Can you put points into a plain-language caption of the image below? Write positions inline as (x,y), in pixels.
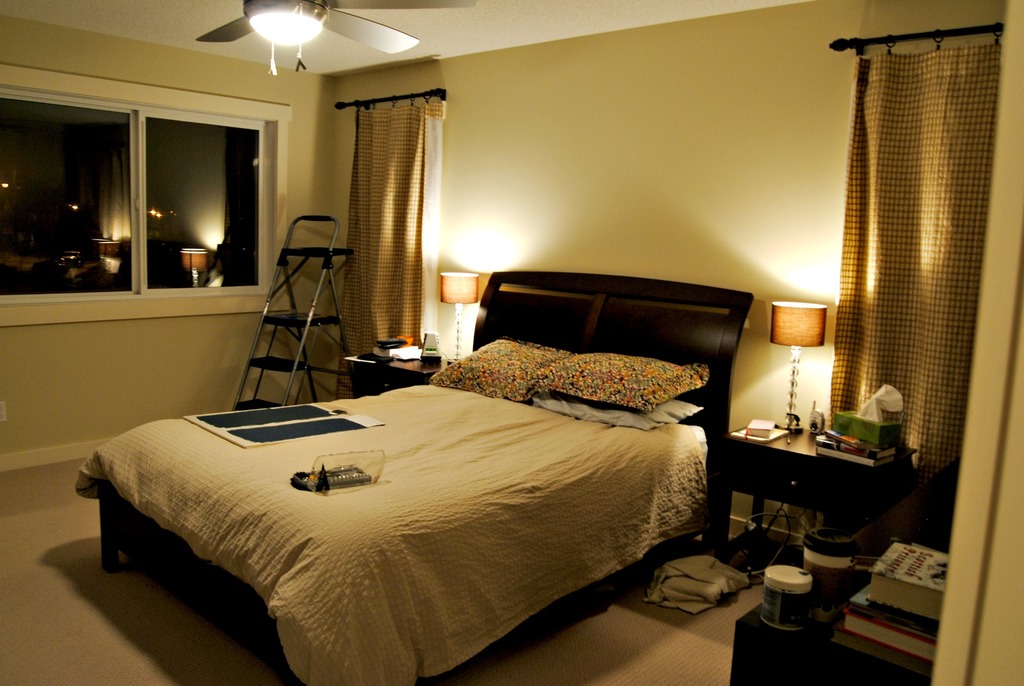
In this image I can see the bed (481,395), pillows (577,355) and few objects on the bed (438,475). I can see few lamps (805,317), books (872,456) and few objects (875,403) on the tables (870,469). I can see the ladder (295,328), curtains (893,280), windows (258,200), wall (249,392) and few objects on the floor (655,636).
